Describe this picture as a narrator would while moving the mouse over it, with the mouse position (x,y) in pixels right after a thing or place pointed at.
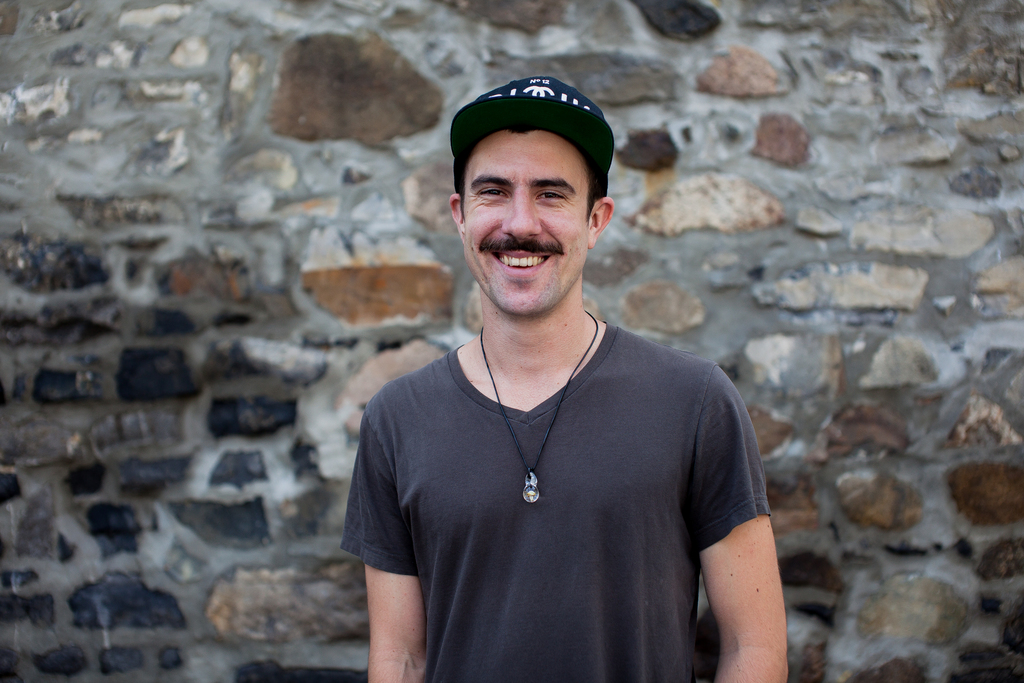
In this image, we can see a person (543,485) is wearing t-shirt (498,561) and cap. He is watching and smiling. Background (602,253) we can see stone wall (238,421).
